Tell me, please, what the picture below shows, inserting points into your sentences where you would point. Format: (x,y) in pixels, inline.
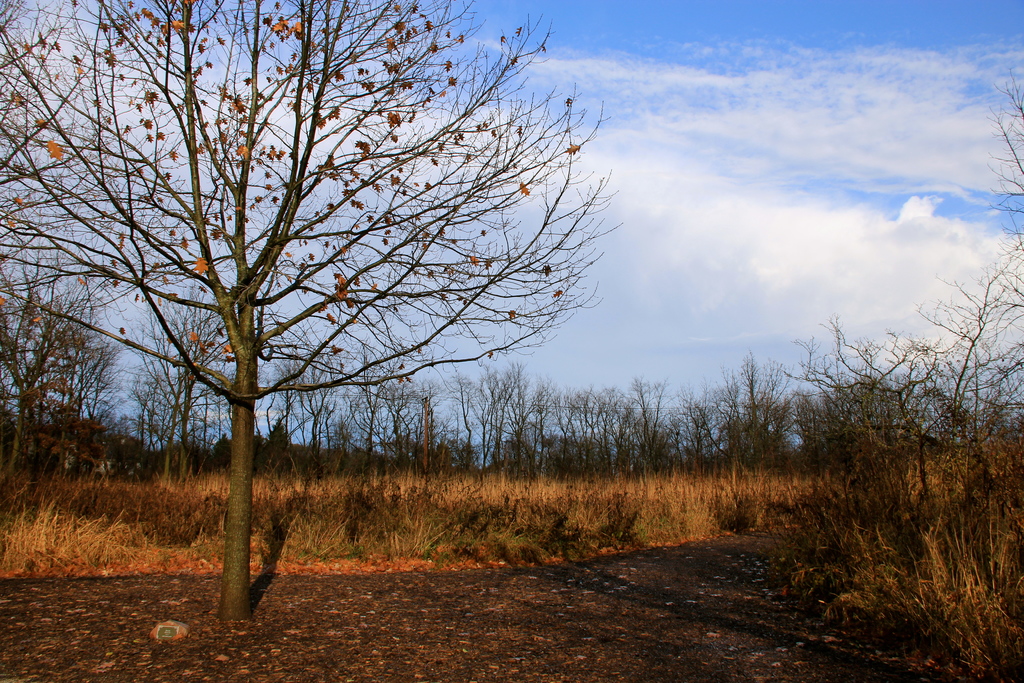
In this picture I can see many trees (176,464), plants (1007,542) and grass (360,482). At the bottom (514,632) I can see the road (623,637). At the top (609,109) I can see the sky (644,89) and clouds (524,218).
